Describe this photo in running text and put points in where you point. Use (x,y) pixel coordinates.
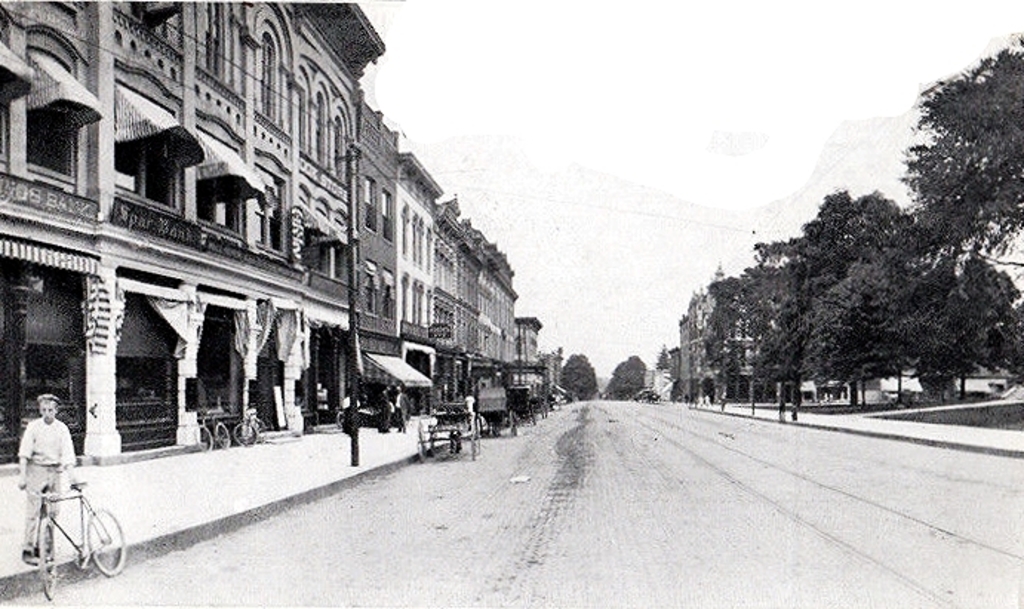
This is a black and white image. We can see a few buildings (375,253). We can see a pole (350,171). There are a few vehicles (448,438). We can see a person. There are a few trees (809,297). We can see the sky (554,319). We can see the ground (585,507).
